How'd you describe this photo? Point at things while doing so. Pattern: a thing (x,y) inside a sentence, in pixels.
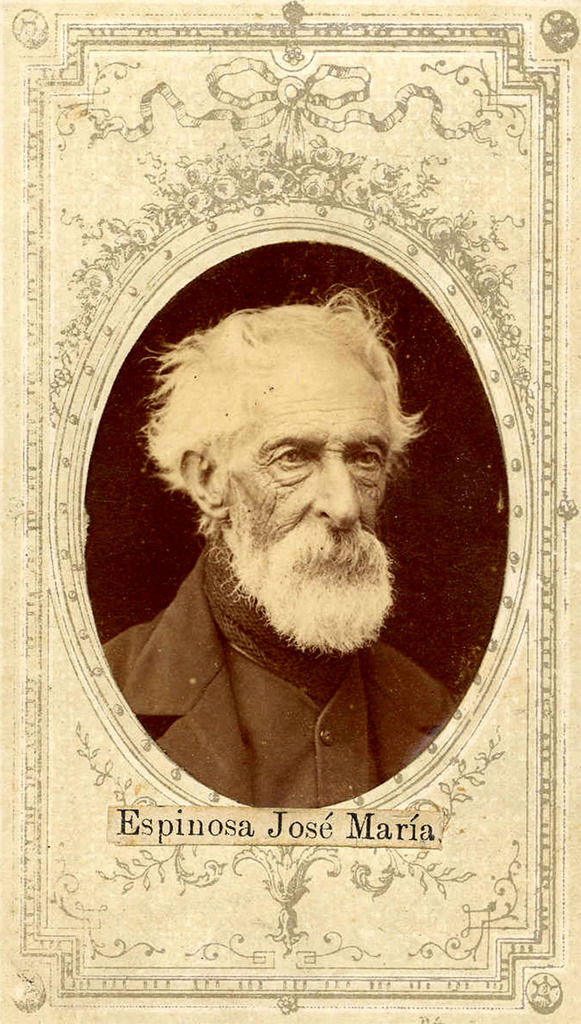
In this image I can see the picture of the person (260,722) and something is written at the bottom of the person (261,781).
